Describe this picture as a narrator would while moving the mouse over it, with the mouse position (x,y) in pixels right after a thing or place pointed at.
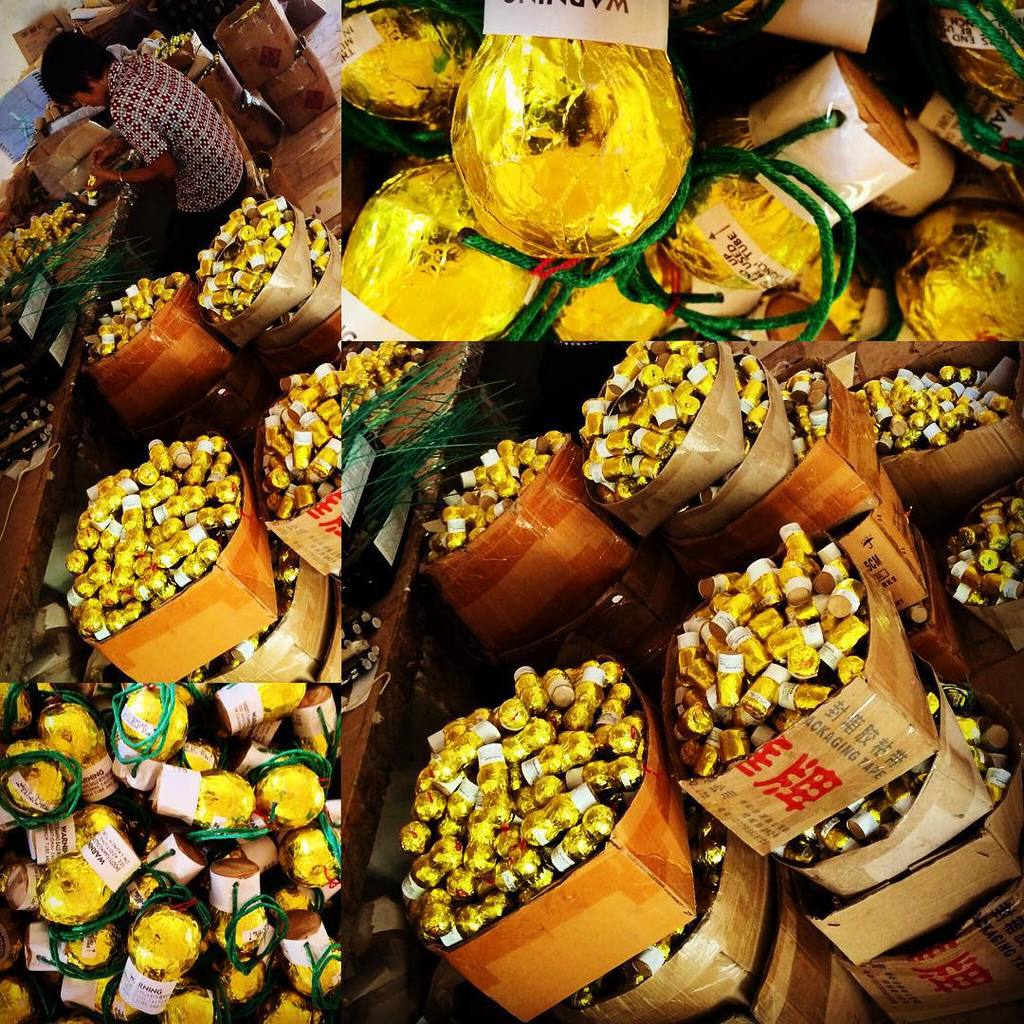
In the picture I can see some objects (615,704) in boxes (57,159). On the top left of the image (98,170) I can see a person (152,178) is sitting in front of boxes (51,171) and holding an object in hands (103,183). This picture is a collage image.
